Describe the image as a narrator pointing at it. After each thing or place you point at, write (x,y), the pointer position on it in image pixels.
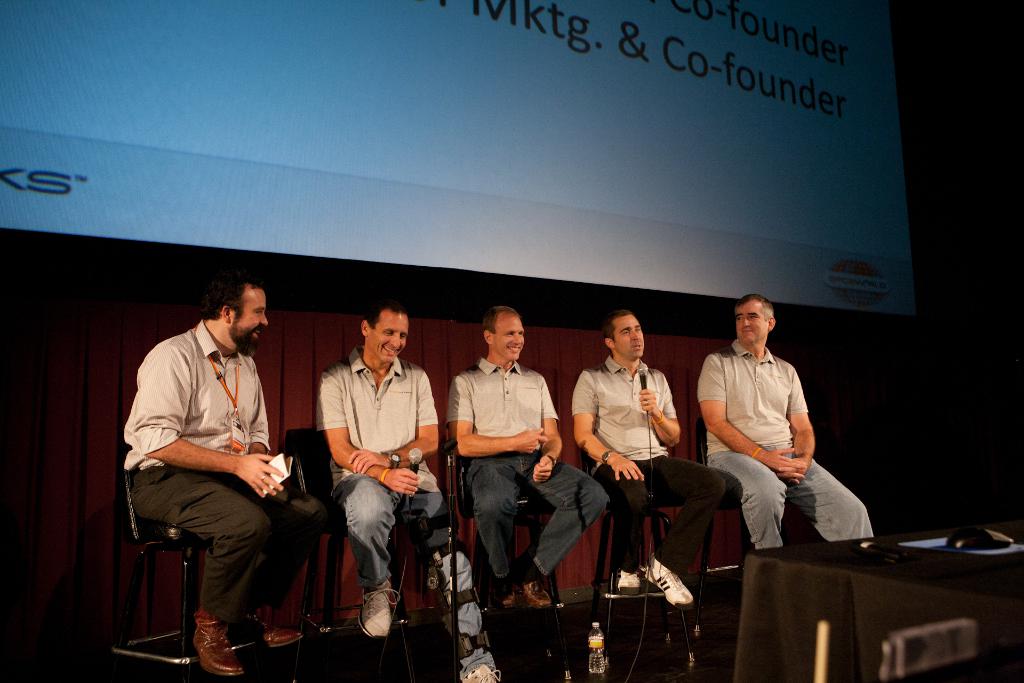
In this image, there are five persons (516,396) sitting on the chairs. Among them two persons (644,444) are holding the mikes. At the bottom of the image (455,657), I can see an object (463,644), mic stand (455,659) and a water bottle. In the background (118,316), there is a screen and a curtain (99,314).
